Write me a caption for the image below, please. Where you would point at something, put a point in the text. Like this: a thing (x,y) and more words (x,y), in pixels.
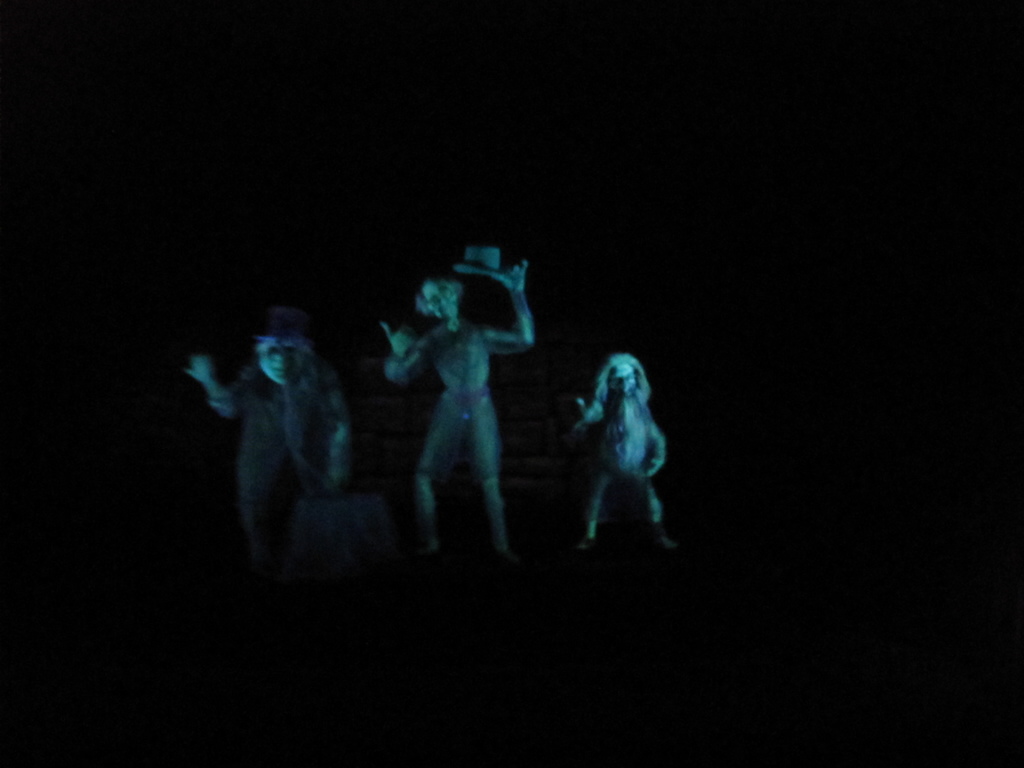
In this image we can see the statues (254,462) of some persons (326,472) who are standing in darkness (385,432) and we can see some light (429,313) falling on their face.
